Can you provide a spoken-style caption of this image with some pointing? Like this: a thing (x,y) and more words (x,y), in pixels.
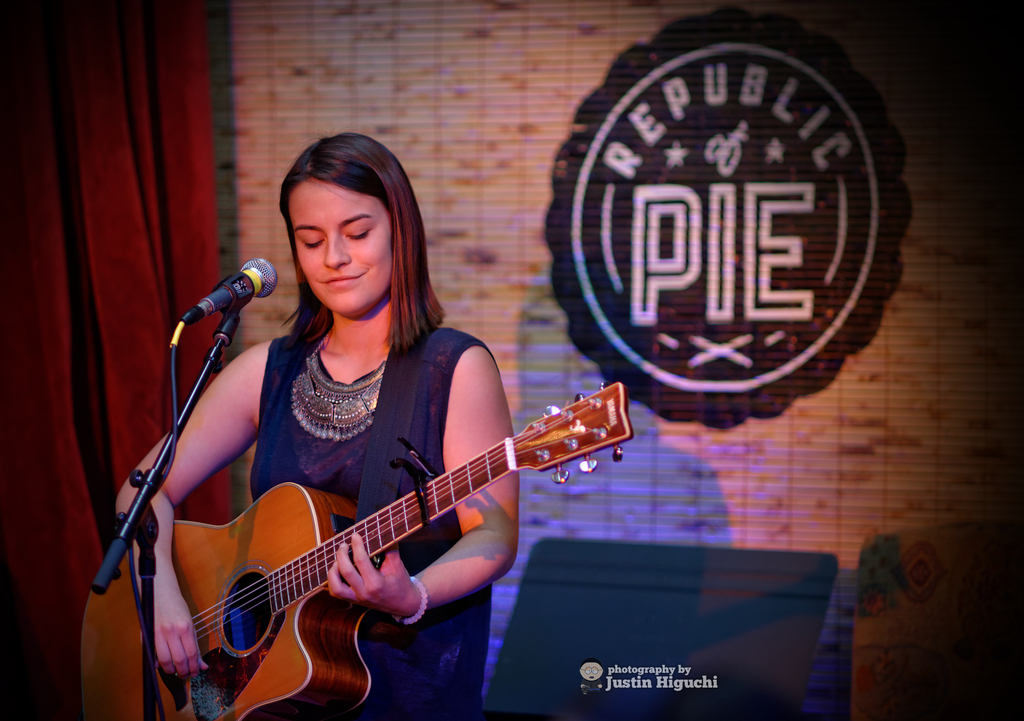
As we can see in the image there is a red color curtain (71,203) and a woman (333,409) holding guitar (257,635). In front of her there is a mic (249,266).
